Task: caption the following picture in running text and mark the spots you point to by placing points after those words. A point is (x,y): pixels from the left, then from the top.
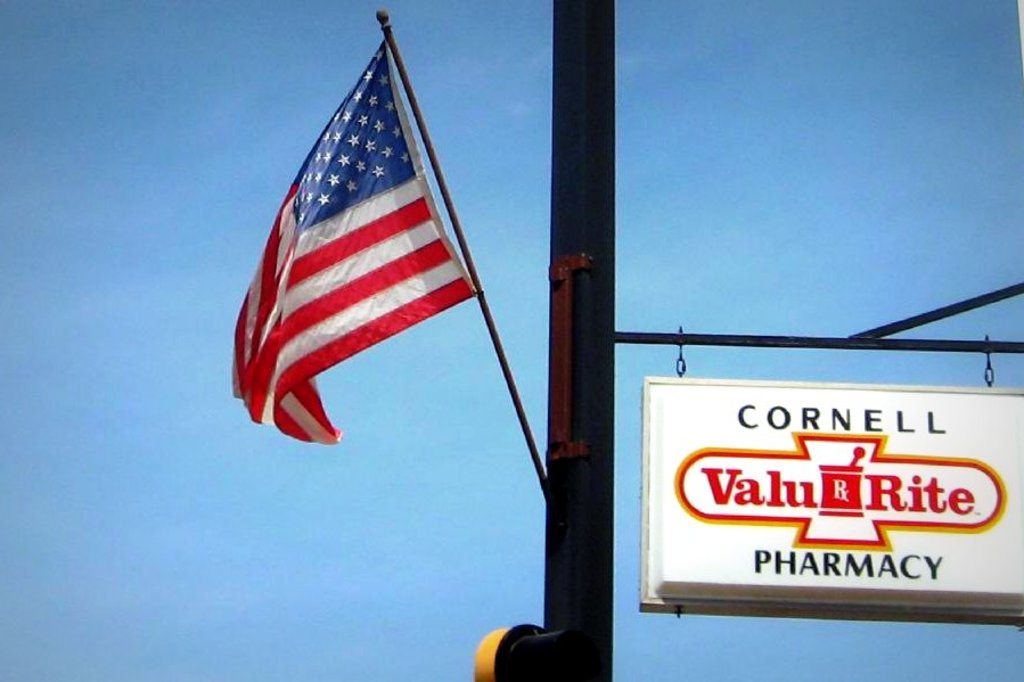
In the center of the image (401,245) there is a flag (401,326). There is a pole (605,29). There is a advertisement board (665,458).
